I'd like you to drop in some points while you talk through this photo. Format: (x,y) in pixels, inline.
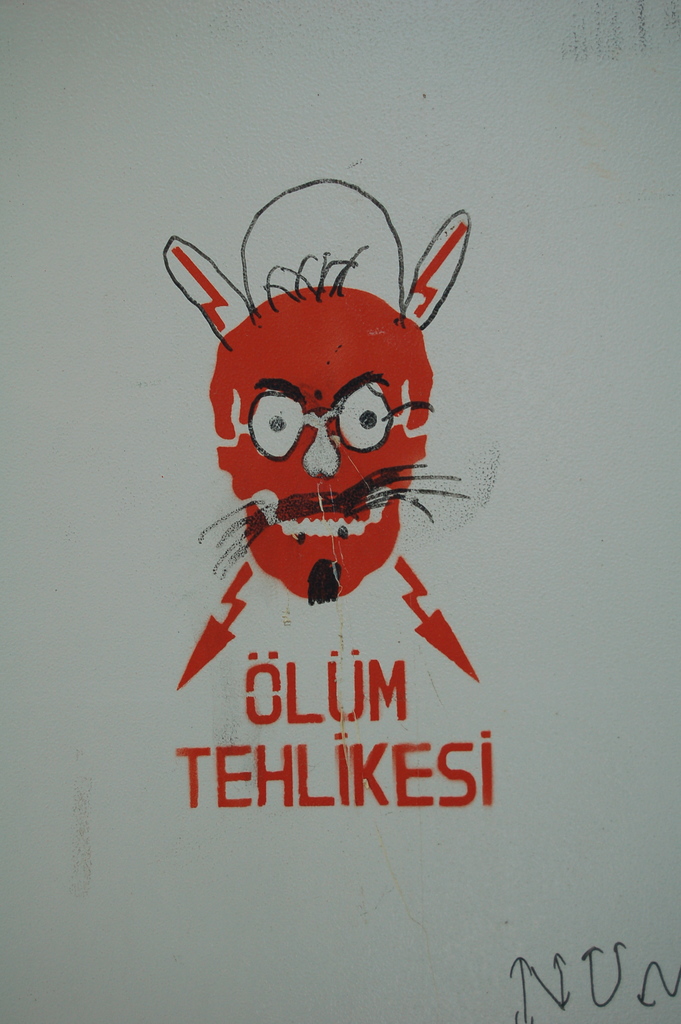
In the center of the image (276,434) there is a painting (300,306) on the wall (148,185) and there is some text (250,705).
